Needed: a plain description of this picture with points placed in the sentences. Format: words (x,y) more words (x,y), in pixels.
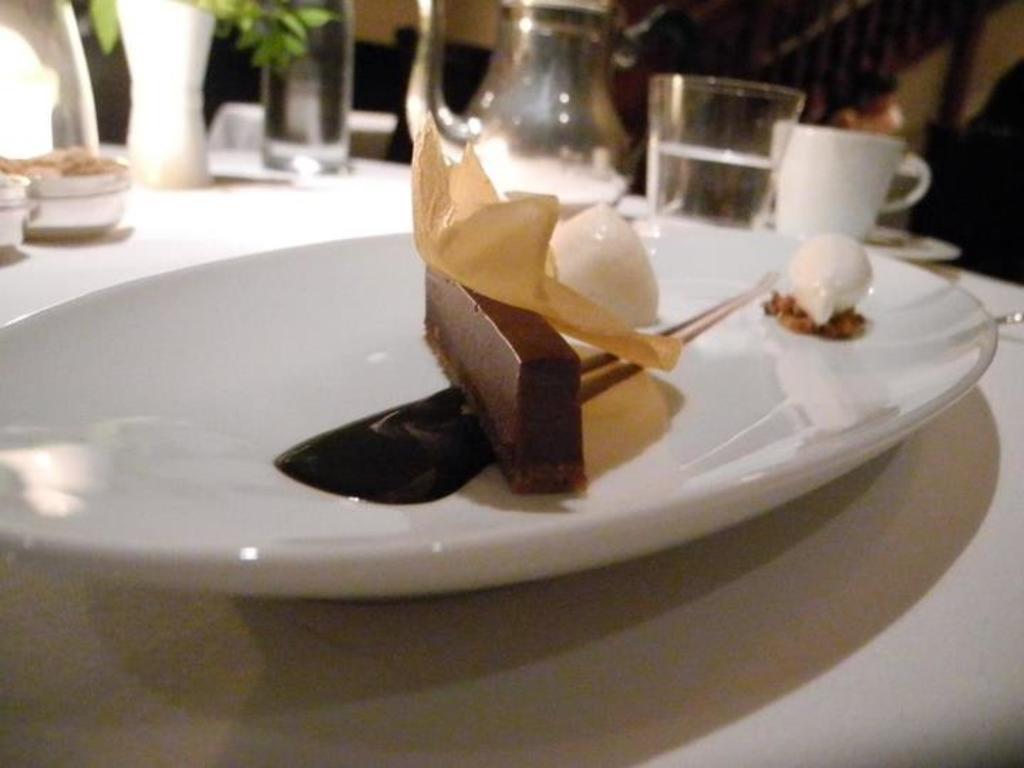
This is zoom-in picture of a food item (502,351) which is placed into white color plate (222,543). Behind it jug (570,71), glass (723,123), cup (832,137) and flower vase (172,136) is present.
